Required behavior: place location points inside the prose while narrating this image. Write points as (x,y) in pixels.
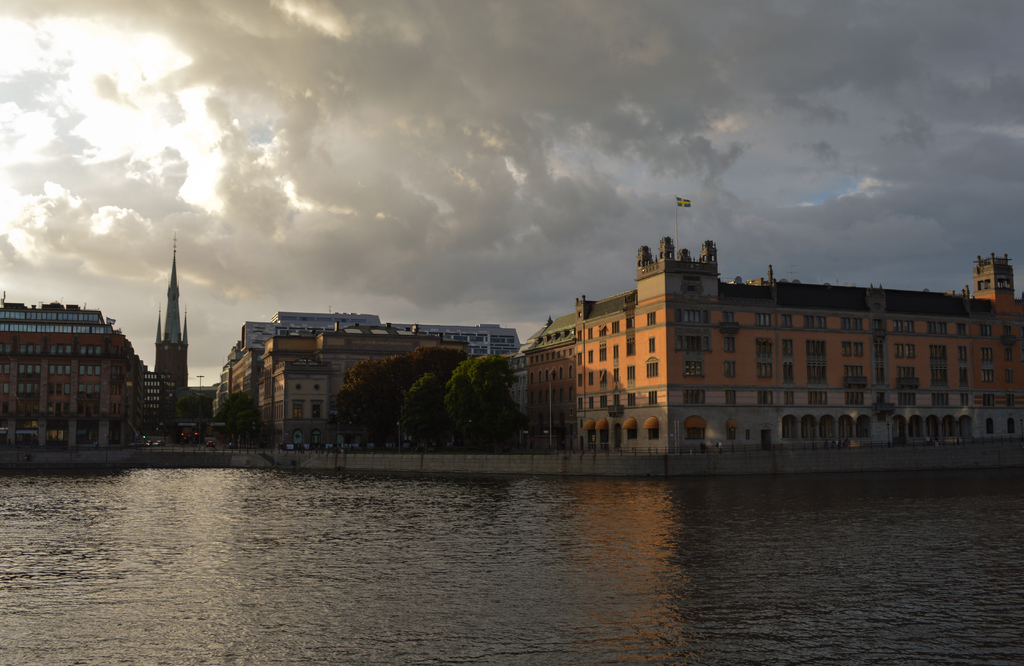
This picture is taken from inside of the city (176,436). In this image, we can see some trees (496,405), buildings (329,394), towers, flags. At the top (558,151), we can see the sky (565,214), at the bottom (488,570), we can see water (337,607) in a lake (293,601).
